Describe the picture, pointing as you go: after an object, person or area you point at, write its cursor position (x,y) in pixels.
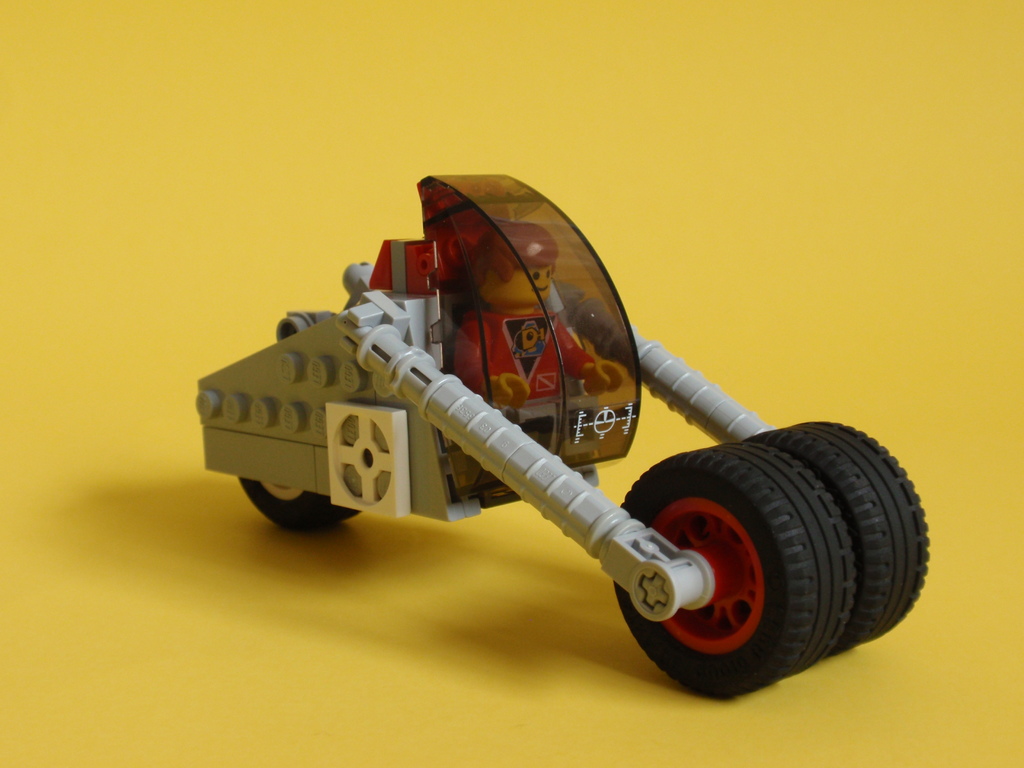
In this image we can see one toy (313,380) and there is a yellow color background (791,157).
